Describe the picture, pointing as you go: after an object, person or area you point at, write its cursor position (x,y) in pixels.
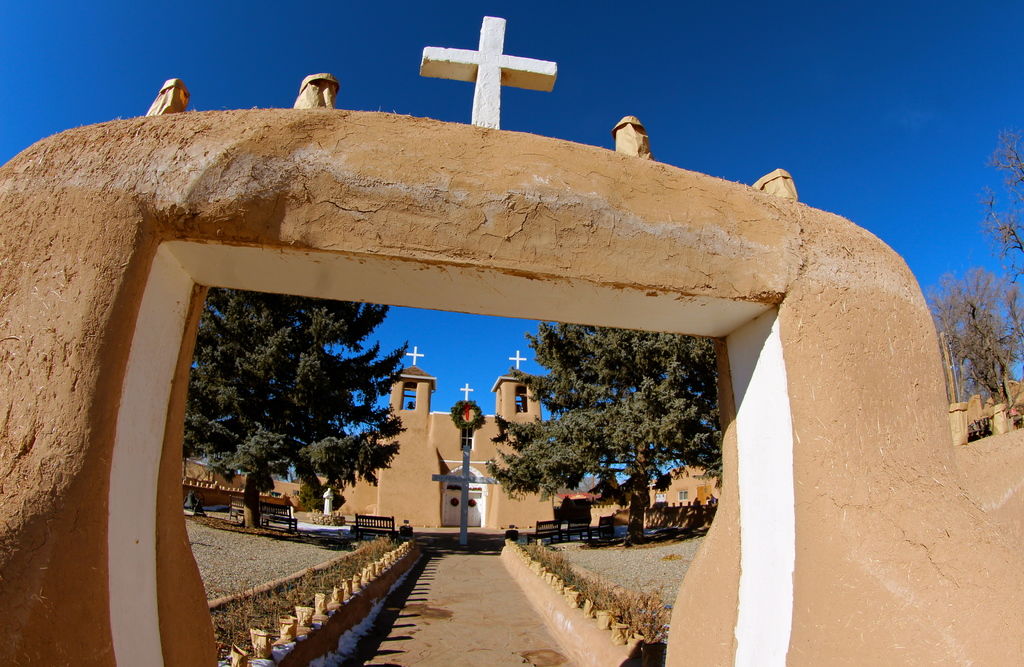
In front of the picture, we see an arch (653,248). At the bottom (445,599), we see the pavement (440,596). On either side of the pavement (445,637), we see the grass (320,589). On the right side (1011,397), we see the trees (970,374). There are trees (306,452), benches (288,507), a statue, crucifix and a church (437,459) in the background (462,449). At the top (304,61), we see the sky (318,71), which is blue in color.
